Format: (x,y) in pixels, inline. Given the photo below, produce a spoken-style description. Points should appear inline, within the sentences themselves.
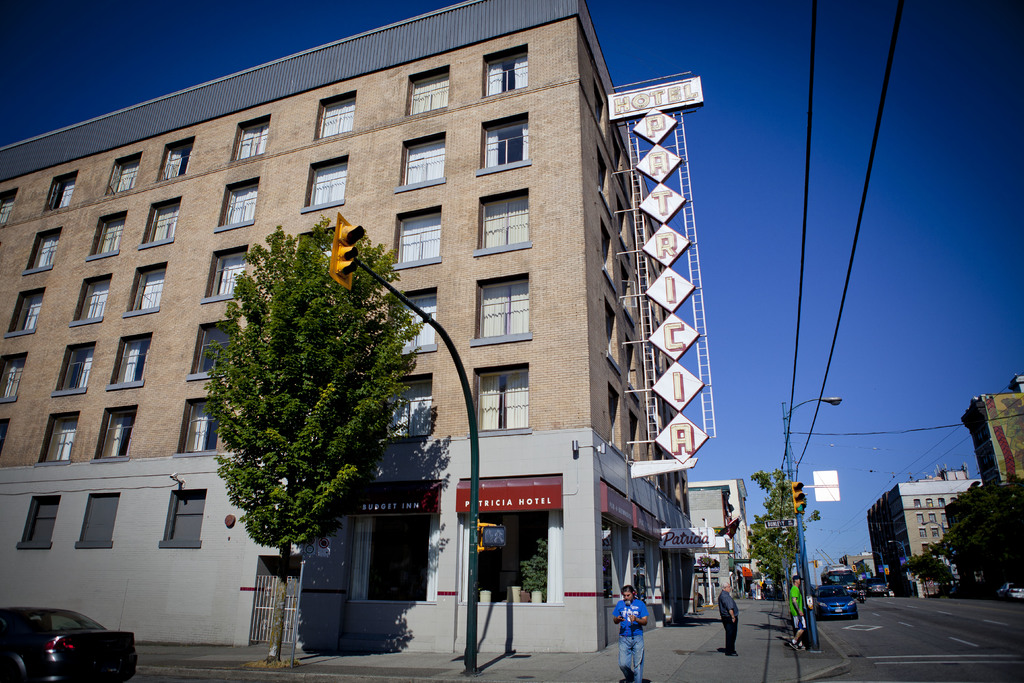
In this image, I can see the buildings (708,520), name boards (703,533), trees (975,548), traffic lights (798,508), wires (870,472) and a street light (804,607). At the bottom of the image (632,640), I can see few people (629,642) standing and there are vehicles (852,605) on the road (848,679). In the background (908,476), there is the sky (712,130).
